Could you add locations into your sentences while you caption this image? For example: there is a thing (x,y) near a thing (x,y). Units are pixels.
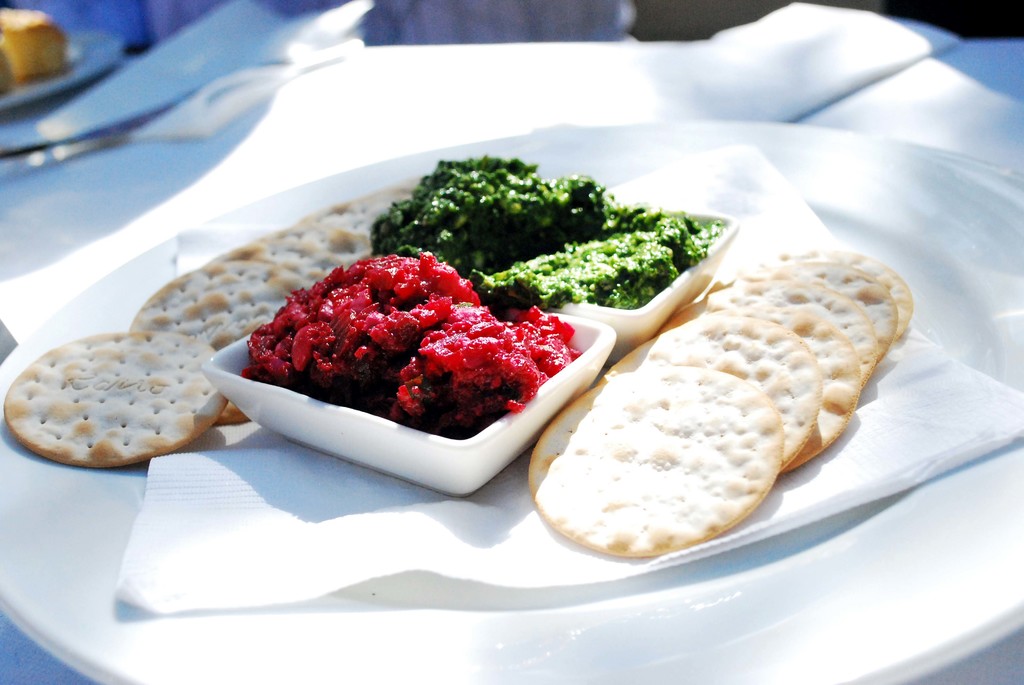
In the picture I can see some food items (585,469) are kept on the white color tissue paper (338,475) and it is placed on a white color plate (714,636). The background of the image (23,156) is slightly blurred, where we can see a few more objects (198,123) are placed on the white color table (47,226).
